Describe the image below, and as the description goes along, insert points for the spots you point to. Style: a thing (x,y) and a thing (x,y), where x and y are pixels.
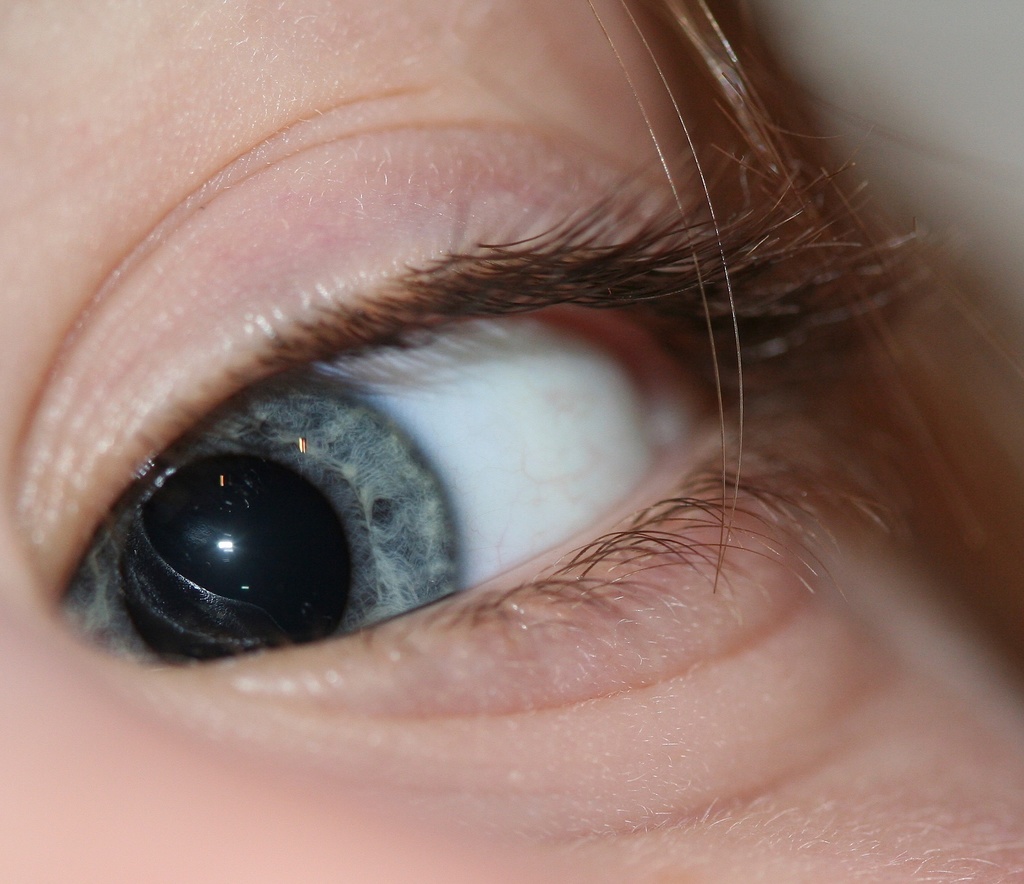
In this image I can see a person's face (599,678) and eye (586,410). This image is taken may be in a room (846,72).
